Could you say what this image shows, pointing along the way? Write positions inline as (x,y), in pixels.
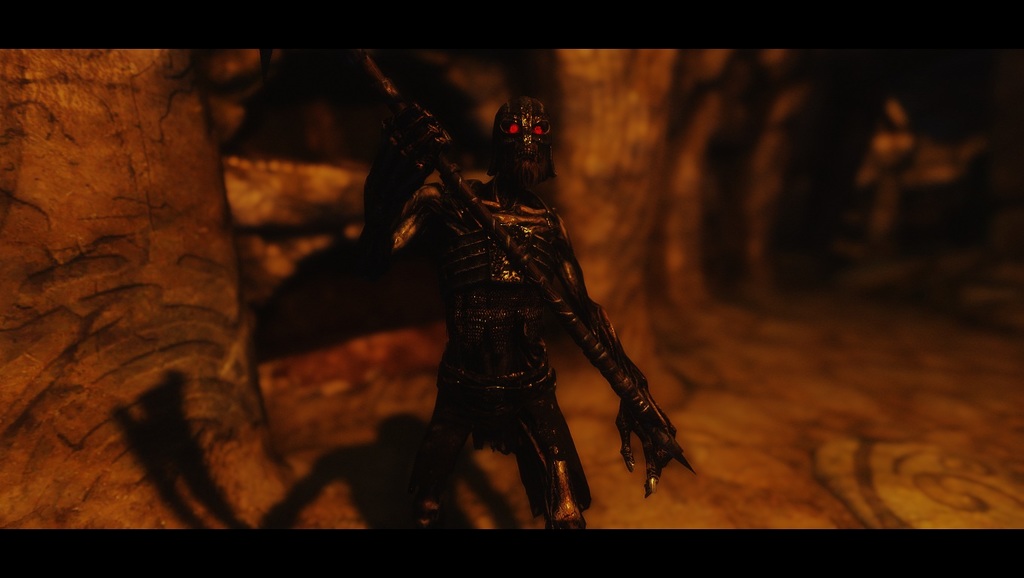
This is an animated image. In this image we can see an animated character (496,259) holding a rod (522,253).
